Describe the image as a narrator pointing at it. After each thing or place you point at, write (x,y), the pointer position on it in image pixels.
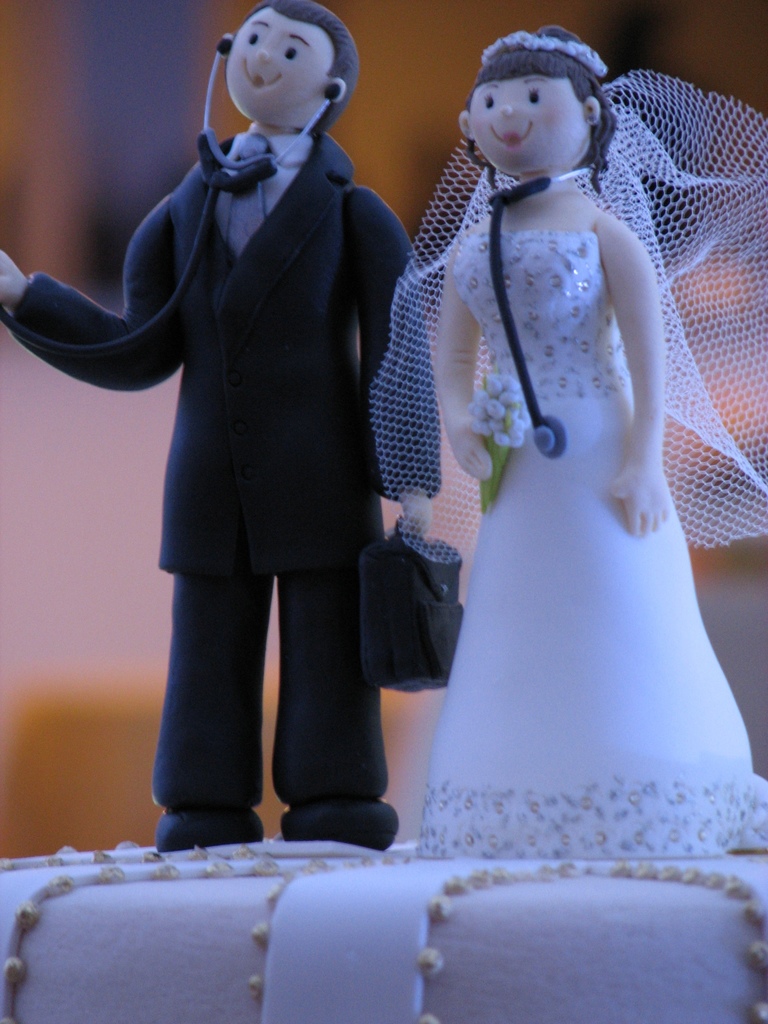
In this image there is a cake (366,923), where there are two persons (432,287) standing with the stethoscopes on the cake (349,857), which are made up of the cake material (394,655), and there is blur background (34,789).
